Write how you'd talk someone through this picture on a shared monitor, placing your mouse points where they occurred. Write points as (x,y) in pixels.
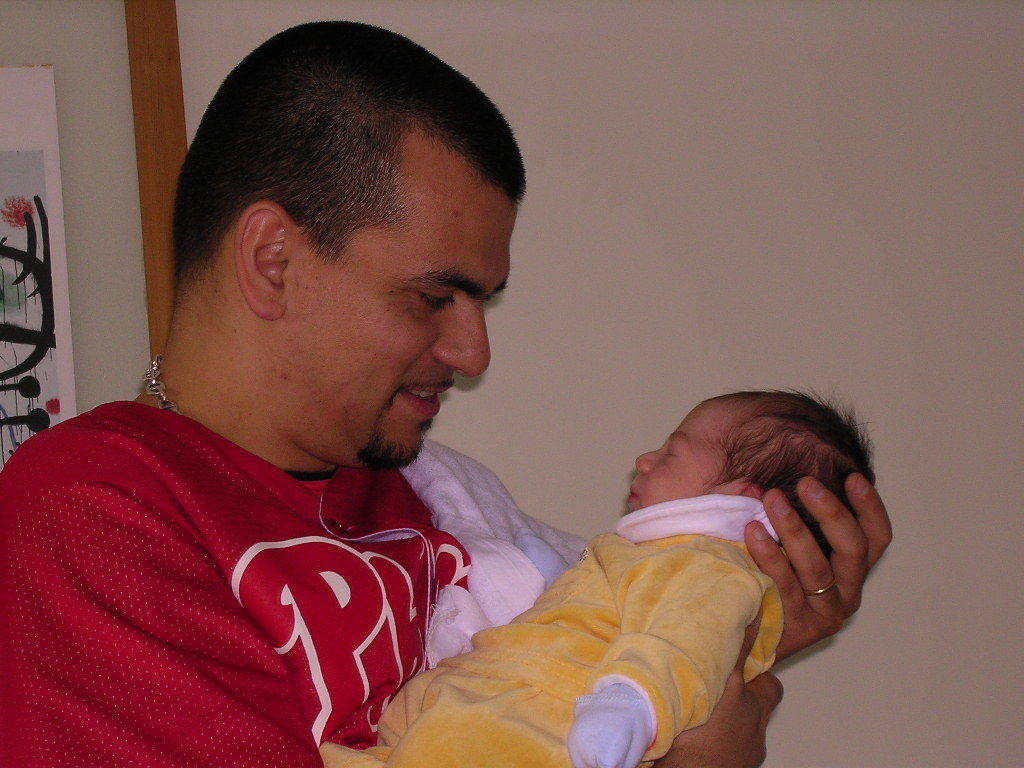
In this picture we can observe a man (247,544) wearing red color T shirt (202,675) and holding a baby (629,618) in his hands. The man (377,615) is smiling. The baby (473,643) is wearing a yellow color dress (585,650). In the background (719,169) there is a wall (622,227).
